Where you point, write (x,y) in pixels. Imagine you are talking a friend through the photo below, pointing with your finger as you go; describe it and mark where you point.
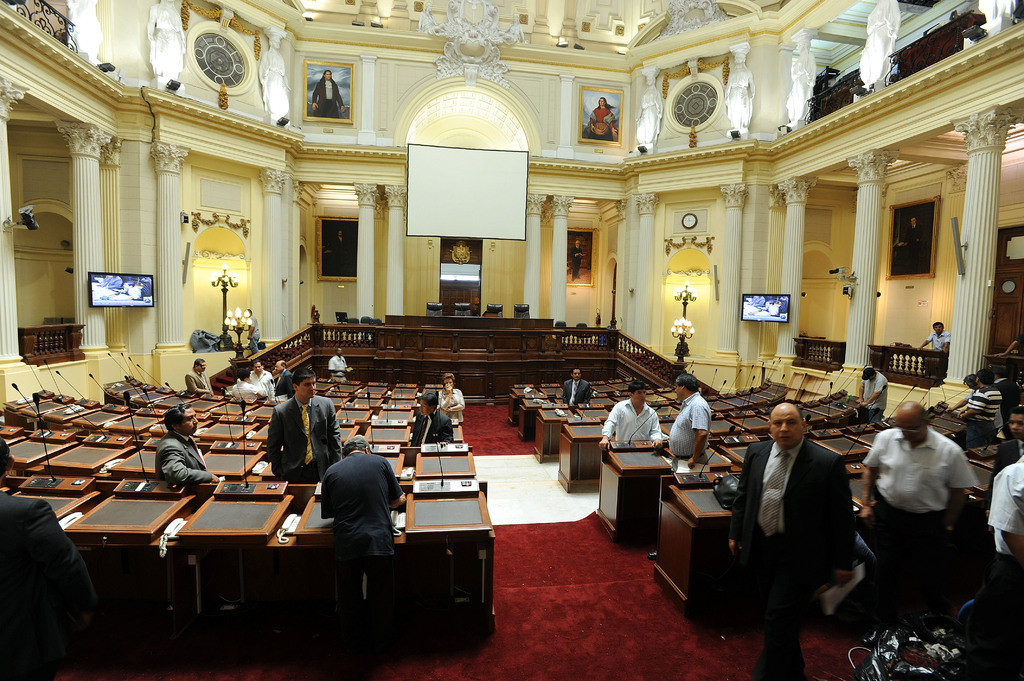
In this image we can see the inside view of the building (954,121) that includes podiums (571,461), lights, projector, people (300,408), floor mat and some other objects (36,354).
